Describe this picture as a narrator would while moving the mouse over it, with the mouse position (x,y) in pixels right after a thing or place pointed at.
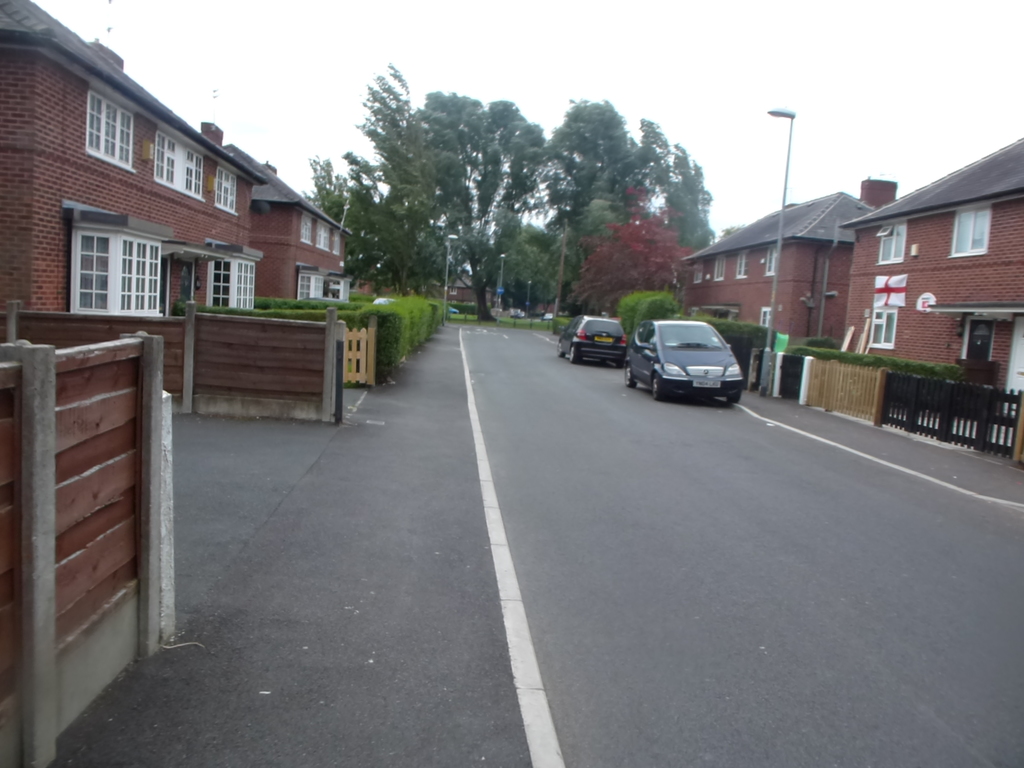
In this image we can see vehicles (643,372) on the road (692,463). On the sides there are buildings (793,246) with windows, bushes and walls (203,377). In the background (566,170) there are trees (586,177) and sky (619,21). Also there is a light pole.
